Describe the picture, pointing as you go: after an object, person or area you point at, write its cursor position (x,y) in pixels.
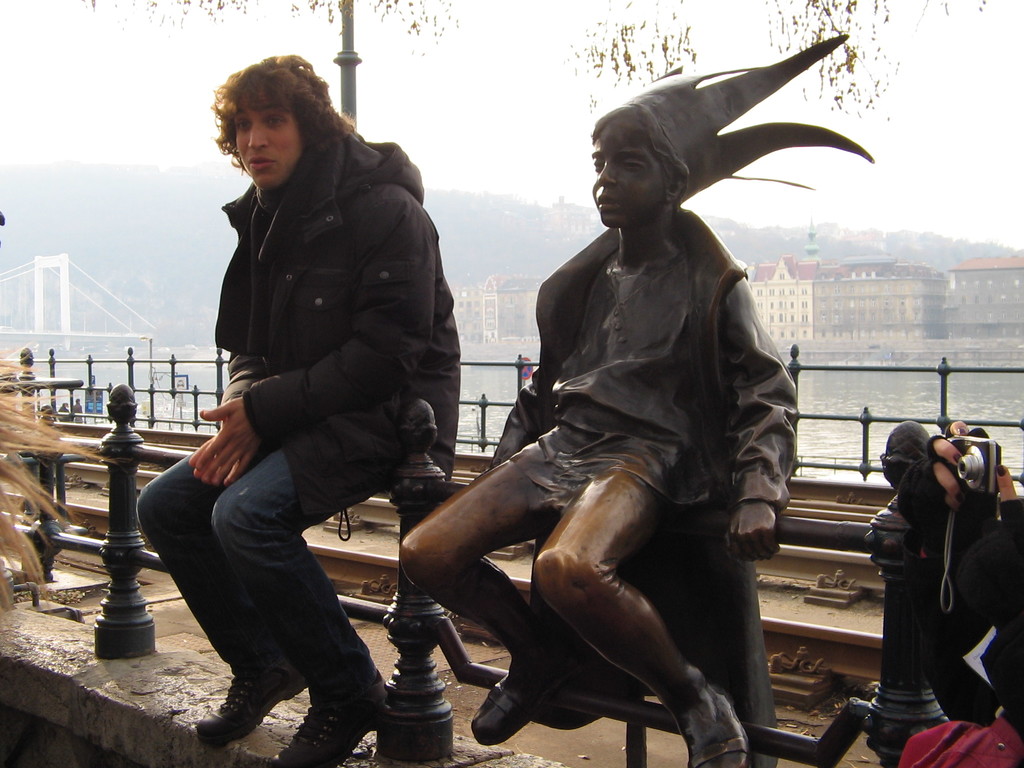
In this image I see a man (257,231) who is sitting on this railing (40,499) and I see a statue (590,375) over here and I see a person's hand (954,430) who is holding a camera (980,485). In the background (166,424) I see another railing (54,363) over here and I see the water (1004,431), buildings (936,320), a bridge (57,283) over here, sky (982,20) and I see the leaves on stems (397,21) and I see a pole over here.
